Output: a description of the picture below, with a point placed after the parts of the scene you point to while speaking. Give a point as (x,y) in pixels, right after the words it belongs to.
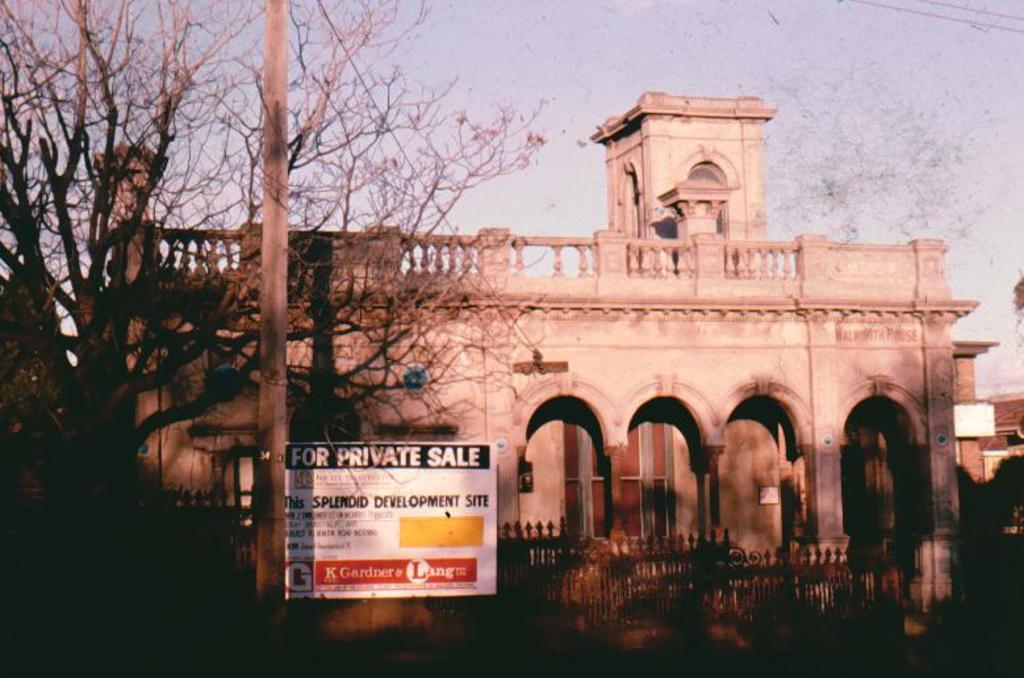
In this picture, we see a pole (271,622) and a board (357,517) in white color with some text (396,570) written on it. At the bottom of the picture (555,592), we see a railing (555,592). On the left side (145,245), we see trees (72,484). There are buildings (787,372) in the background (960,366). At the top of the picture (793,55), we see the sky (907,106).
